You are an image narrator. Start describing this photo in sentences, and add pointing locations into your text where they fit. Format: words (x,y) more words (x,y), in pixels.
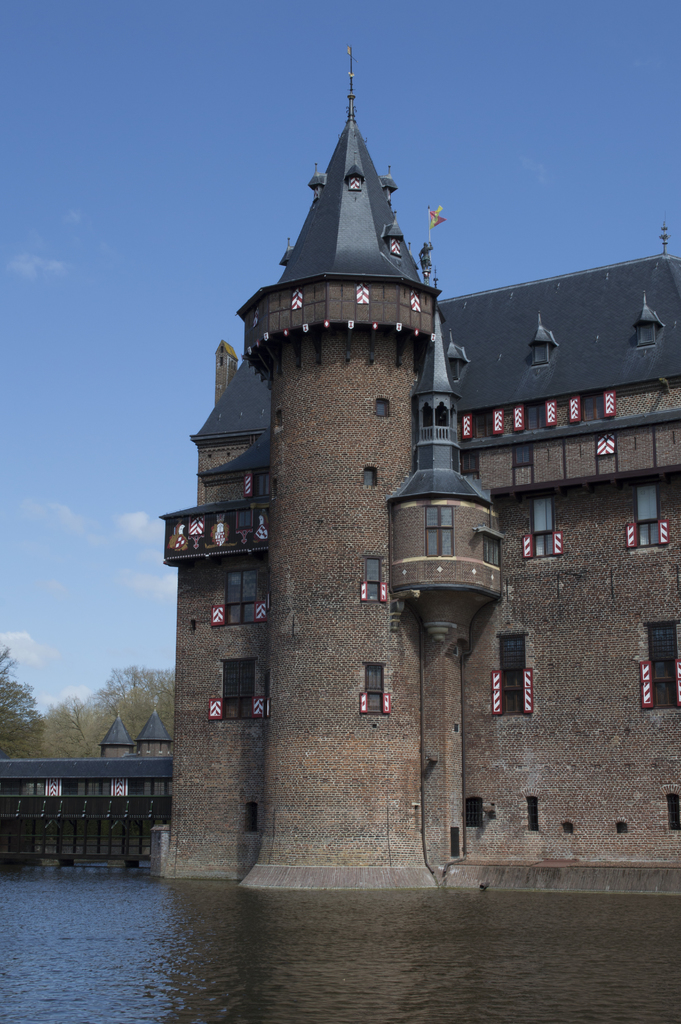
In this image I can see the water (265,969), the building (418,756) which is brown and black in color, few windows (245,688) of the building (416,448) and a flag (431,222) on the top of the building (386,249). In the background (415,219) I can see few trees (17,730) and the sky (168,198).
